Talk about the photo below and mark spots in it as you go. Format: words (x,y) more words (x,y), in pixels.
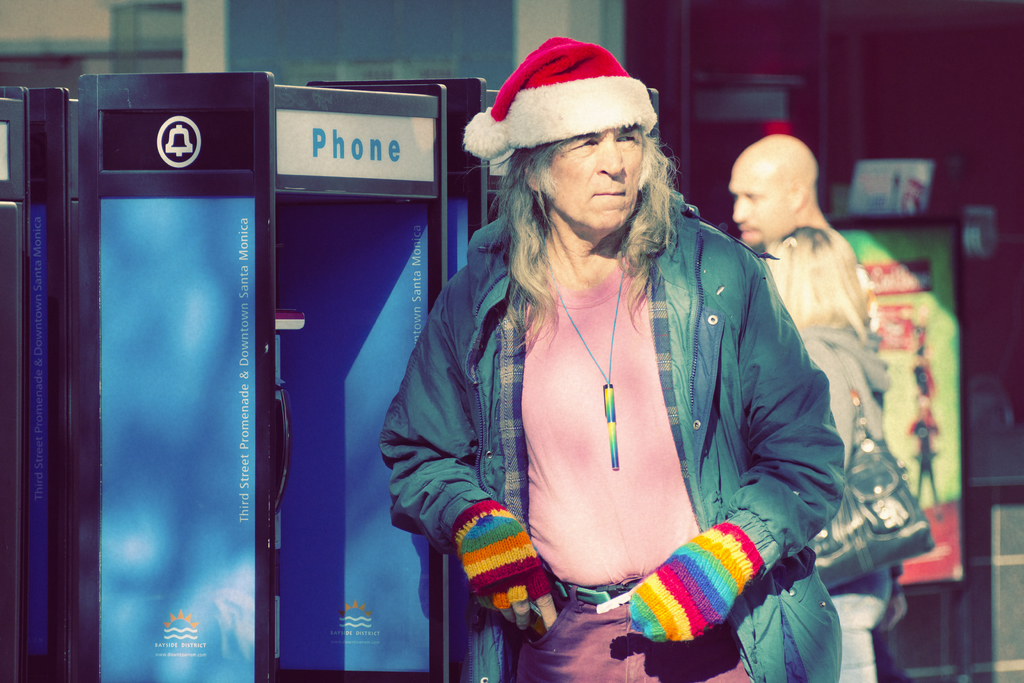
In this image we can see a group of people (702,429) standing. One woman (816,333) is wearing a bag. On the left side of the image (86,557) we can see some booths (163,310) with some text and a telephone (285,457) placed in a booth (437,164). On the right side of the image (928,394) we can see a board (949,364) with a picture (926,461) and text (897,280). At the top of the image (680,106) we can see a building (464,9).
